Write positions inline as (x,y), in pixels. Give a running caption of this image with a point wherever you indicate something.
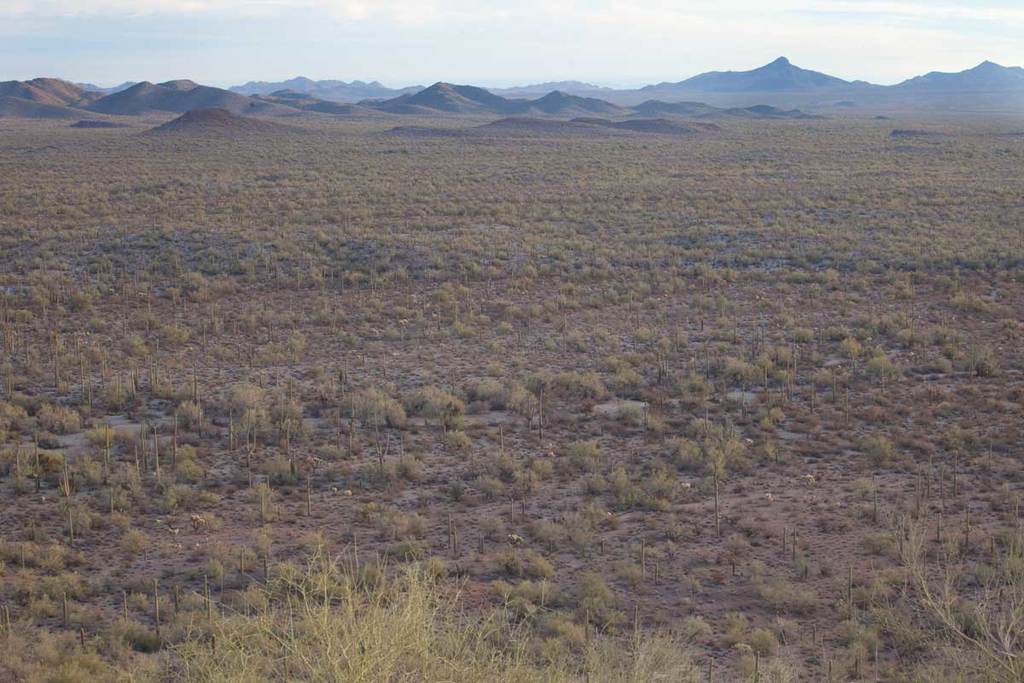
In the image in the center (483,233) we can see the sky (170,62), clouds (629,6), hills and grass (474,404).
